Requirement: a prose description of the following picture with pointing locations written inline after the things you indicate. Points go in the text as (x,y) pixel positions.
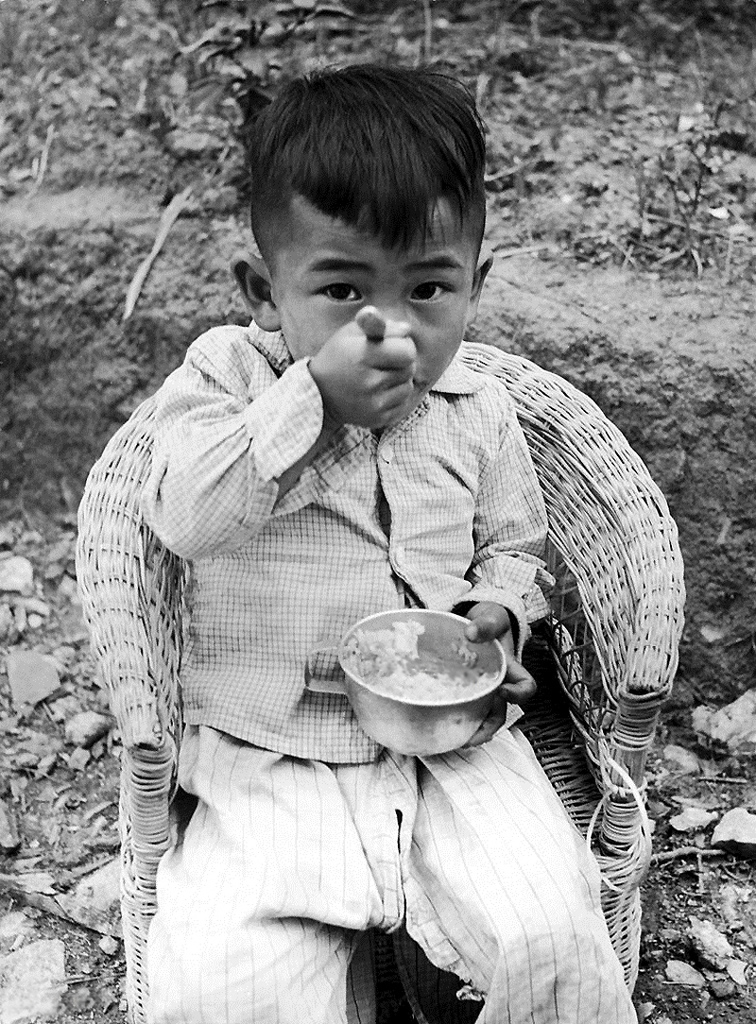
This is a black and white image where a boy (284,631) is sitting on a chair (542,629) and is eating and behind him there are rocks (21,921) on the ground (589,339).
